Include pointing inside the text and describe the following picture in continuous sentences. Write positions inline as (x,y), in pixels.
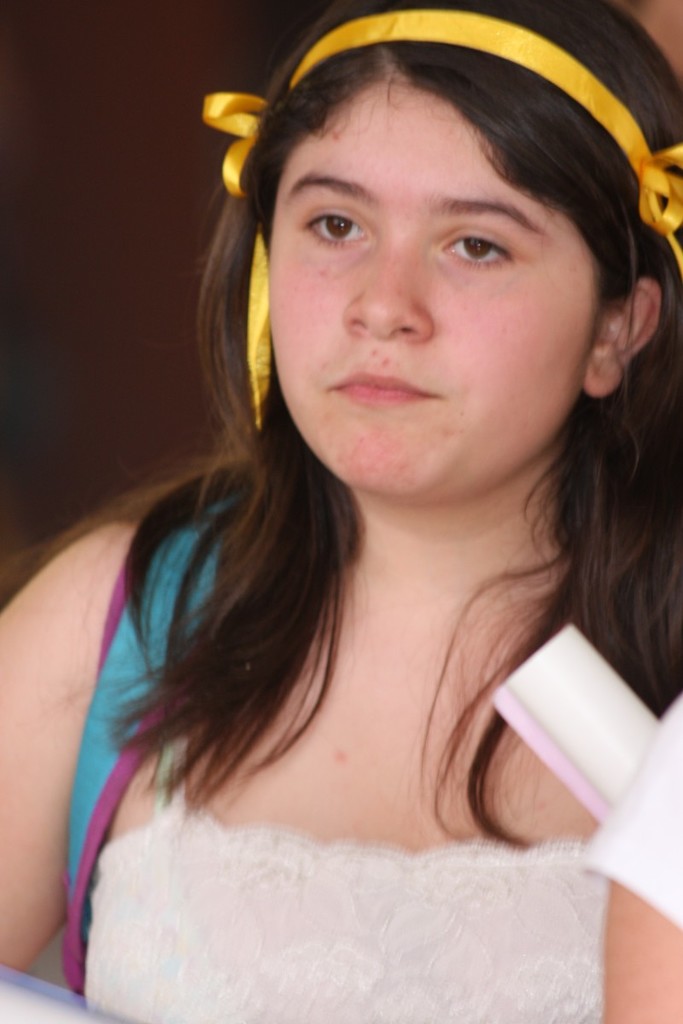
This is a zoomed in picture. In the foreground (527,357) there is a woman (228,614) wearing a white color dress (270,936), backpack (118,695) and she seems to be standing on the ground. On the right corner (656,759) there is another person (628,820).
